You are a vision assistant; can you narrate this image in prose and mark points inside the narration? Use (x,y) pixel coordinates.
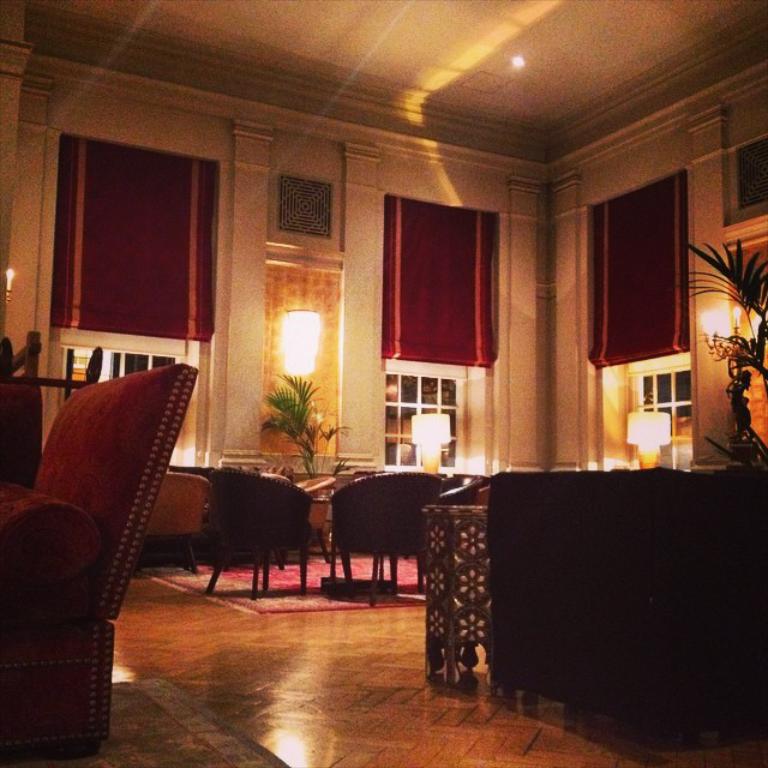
In this image we can see a couch (108,562), some chairs (418,563), table (466,619), flower pots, there are some lamps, windows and red color curtains (457,320).
